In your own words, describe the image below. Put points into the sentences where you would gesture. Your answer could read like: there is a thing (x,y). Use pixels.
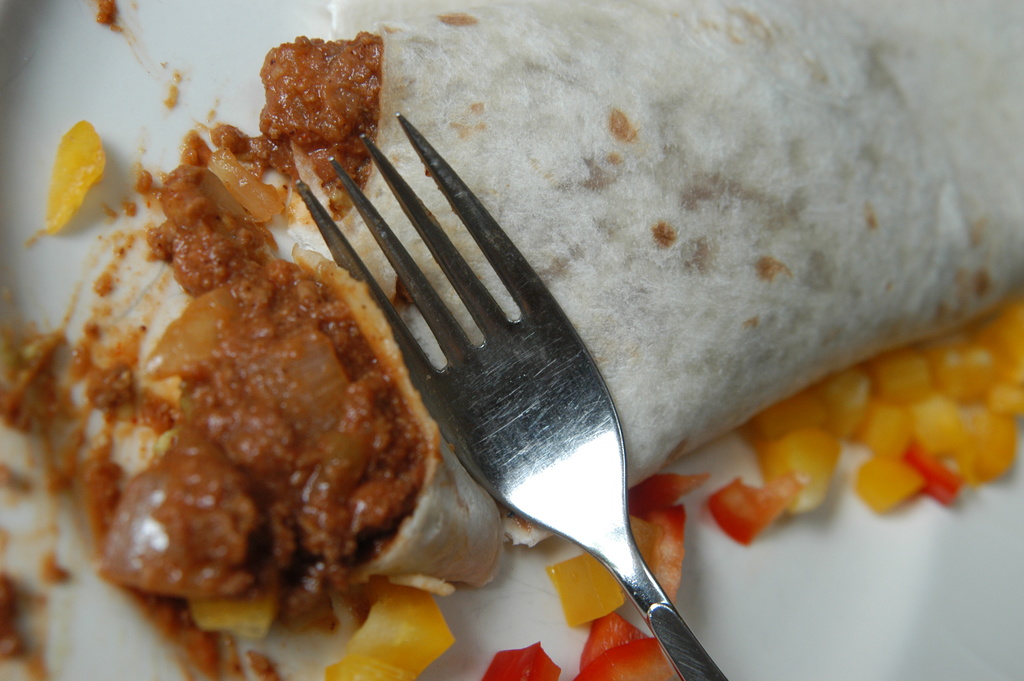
There a fork (473,213) on an object (601,173), on which, there is a curry (341,58), near other food items (978,357) on a white color plate (969,598).
